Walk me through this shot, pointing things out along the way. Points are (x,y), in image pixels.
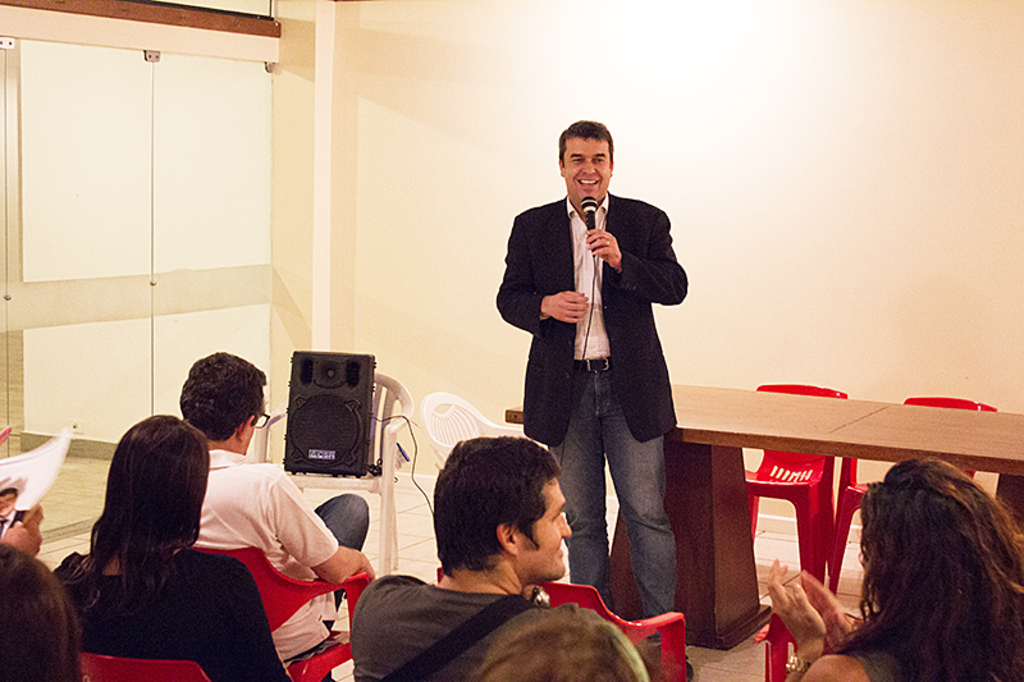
In this image, we can see a group of people (1014,648). At the bottom (532,541), we can see few people (568,680) are sitting on a chair (299,675). Here a person (573,435) is standing and holding a microphone (588,214). He is smiling. Here we can see few chairs (376,416), speaker (334,444), wire (415,436), table (960,423). Background (441,166) there is a wall (431,227), glass doors (201,252). On the left side (20,466), we can see some magazine (20,495).
